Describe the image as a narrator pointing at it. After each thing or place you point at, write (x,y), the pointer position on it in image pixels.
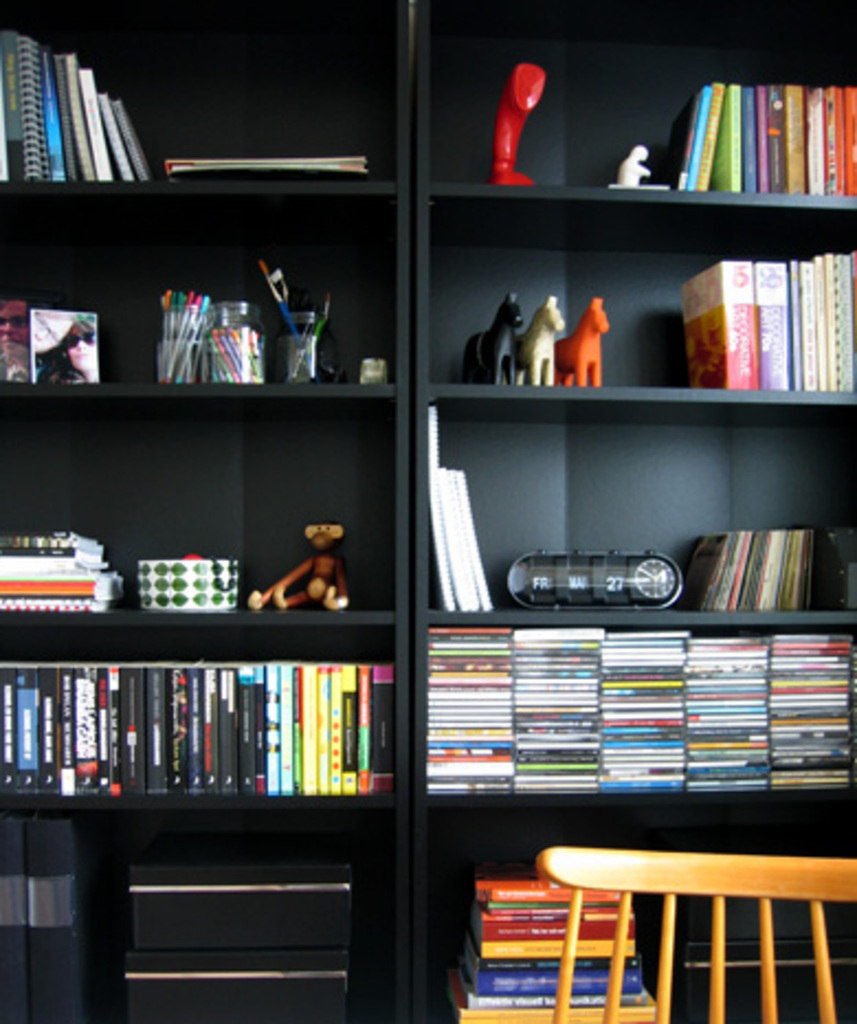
In this image we can see cupboard (485,444) with racks (243,624). Inside the cupboard (100,444) there are books (353,695), toys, photo frames (56,327), boxes (198,333) with pens (197,323) and some other items (461,718). At the bottom (620,936) we can see a chair (745,875).
